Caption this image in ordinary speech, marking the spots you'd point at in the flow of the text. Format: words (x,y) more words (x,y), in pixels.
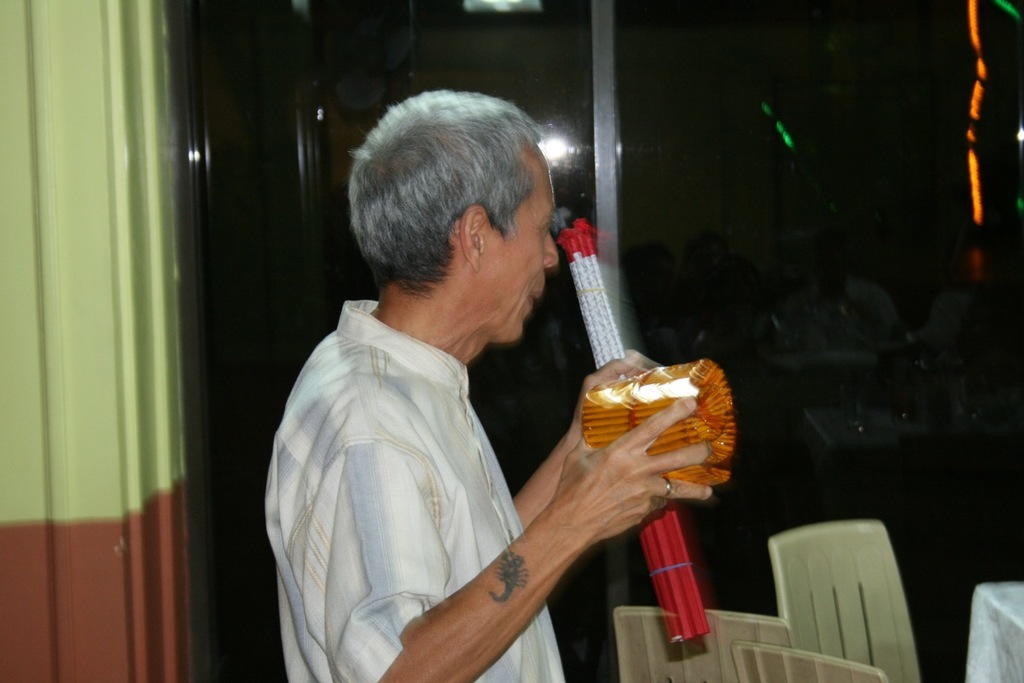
In the foreground of this image (440,587), there is a man (438,466) standing and holding few objects (654,566). In the background (678,134), there is a glass (752,124) and at the bottom (829,633), there are chairs (838,655) and a cloth (1004,636) like an object (986,643) on the right (986,643).
